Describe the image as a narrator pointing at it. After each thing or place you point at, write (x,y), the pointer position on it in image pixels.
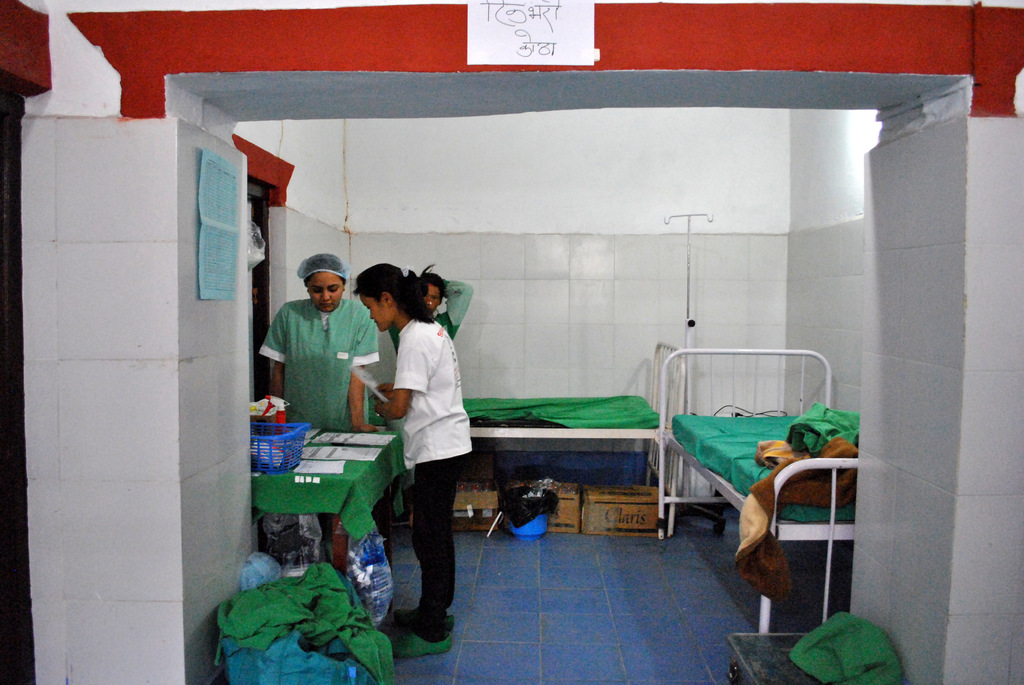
In the picture we can see a hospital room (647,487) with two beds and green color bedsheets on it and beside it we can see a table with a green color cloth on it and with some basket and some papers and medicines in it and under the bed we can see some boxes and dustbin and around the table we can see three people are standing and beside the table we can see some green color cloth (316,635) on the floor (480,660), to the floor (498,666) we can see tiles (562,608) which are blue in color.
